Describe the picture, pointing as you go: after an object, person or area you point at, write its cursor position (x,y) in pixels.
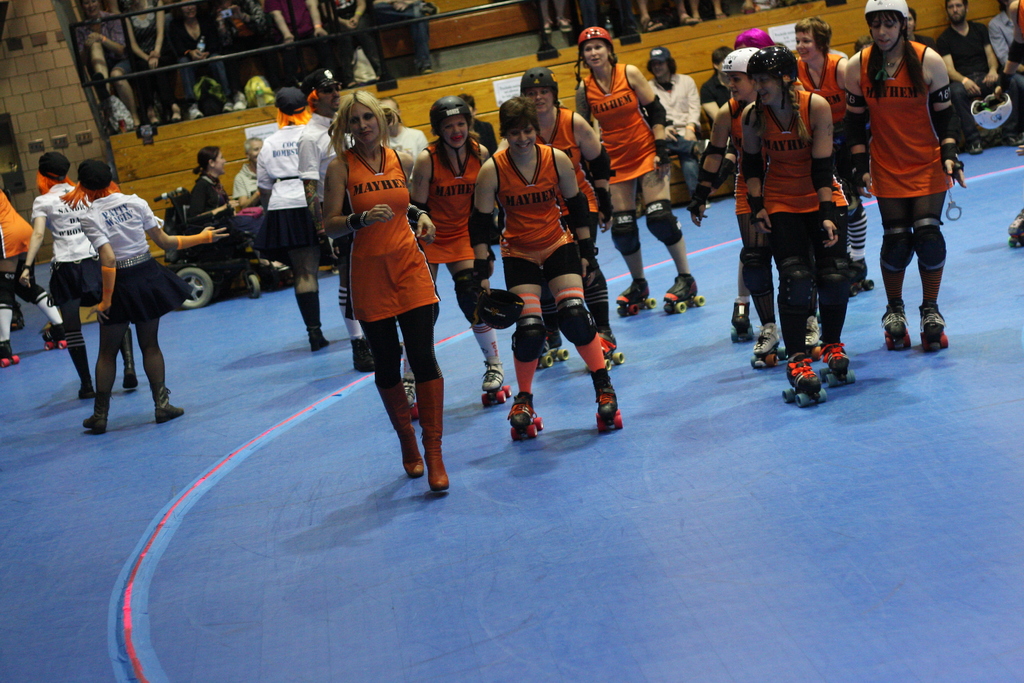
There are people (520,171), she is walking and few people (259,20) sitting. These people (578,341) wore skating shoes (553,356). In the background (120,78) we can see rods (112,80), posters (517,87) on the wall (36,48) and people (44,162).
